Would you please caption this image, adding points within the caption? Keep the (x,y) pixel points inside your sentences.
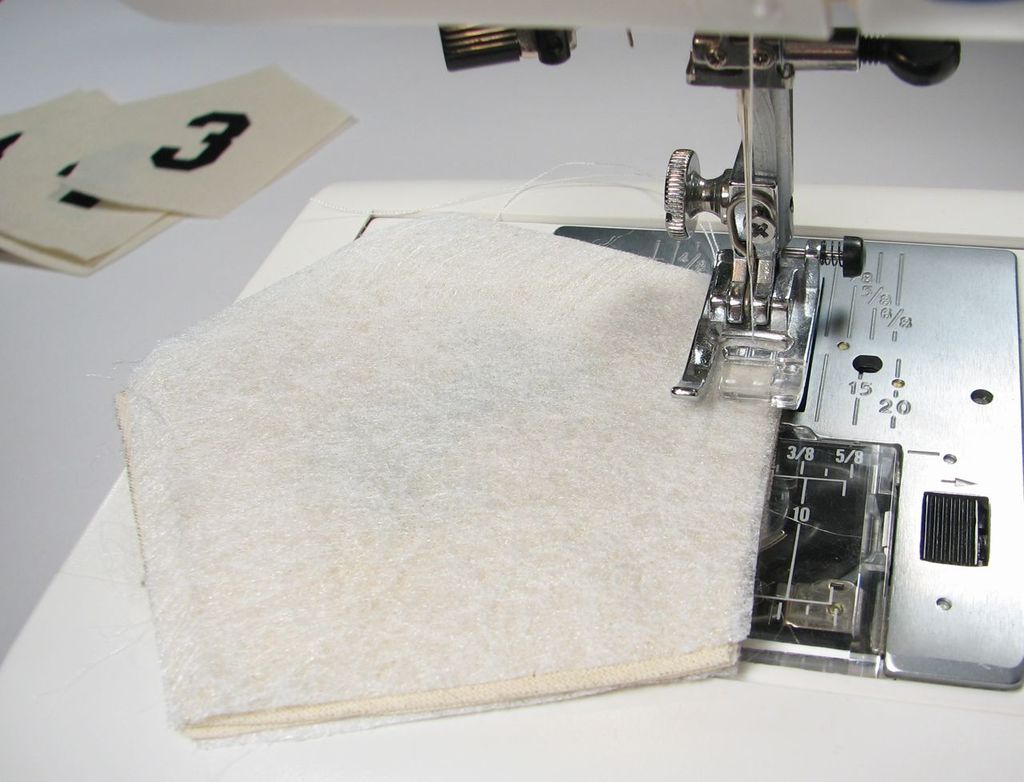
In this picture we can see a cloth (521,438) on the stitching machine (760,272).
